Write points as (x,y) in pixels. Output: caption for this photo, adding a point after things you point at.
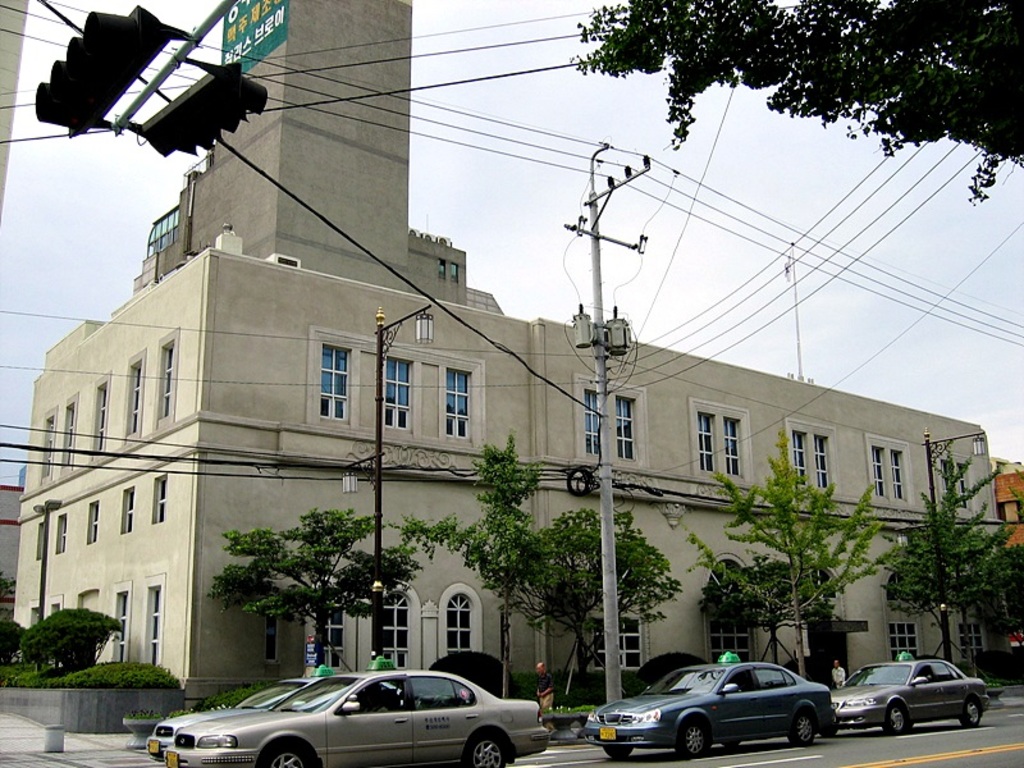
In this image there are few cars (537,735) on the road (829,747). Few persons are walking on the pavement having a pole (604,459) and a street light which are connected with wires (660,291). Left top there is a pole (174,68) having two traffic lights (74,91) attached to it. Left side (79,648) there are few plants (96,645) behind the wall (56,711). There are few trees (588,613) on the pavement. Behind there are buildings (966,455). Top of the image (909,244) there is sky (928,244). Right top there is a tree (735,47).
